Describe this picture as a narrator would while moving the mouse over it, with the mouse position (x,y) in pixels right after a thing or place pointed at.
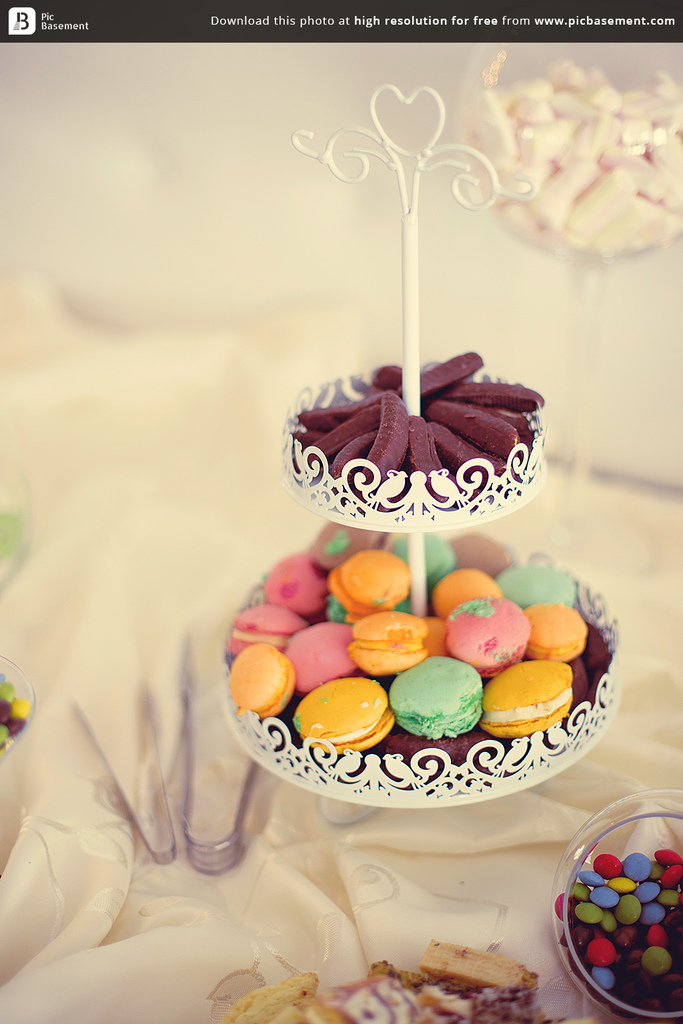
In this image I can see candies (529,208) in different bowls (667,240) and two forceps (120,800) and at the top of the image (31,29) I can see some text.
